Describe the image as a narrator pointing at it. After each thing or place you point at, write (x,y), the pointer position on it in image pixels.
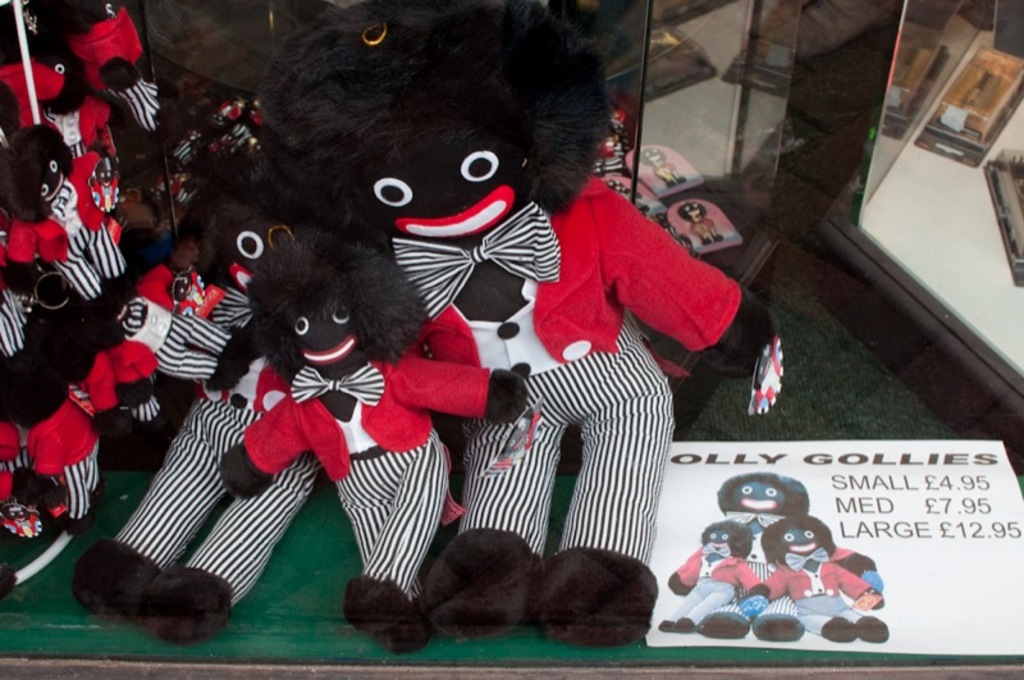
In this image we can see some Teddy's (511,354), we can see a poster (830,465) on the floor (784,351) with some images (756,579) and text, there are some other objects (764,62) around.
